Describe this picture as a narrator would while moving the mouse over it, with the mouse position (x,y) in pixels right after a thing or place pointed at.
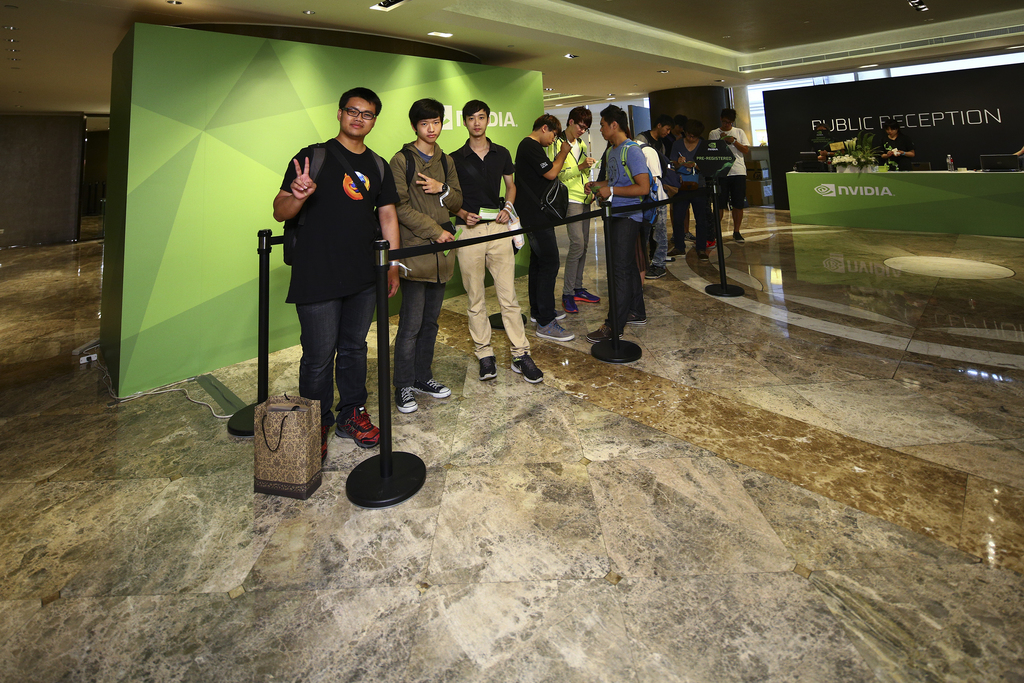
In the image we can see there are people (441,236) standing, wearing clothes (478,253), shoes (491,368) and some of them are wearing spectacles (348,109) and carrying bag (360,185). Here we can see the floor (512,540), poster (199,200) and cable wire (187,381). Here we can see paper bag (278,447), pole (379,331) and barrier tape (482,238).
